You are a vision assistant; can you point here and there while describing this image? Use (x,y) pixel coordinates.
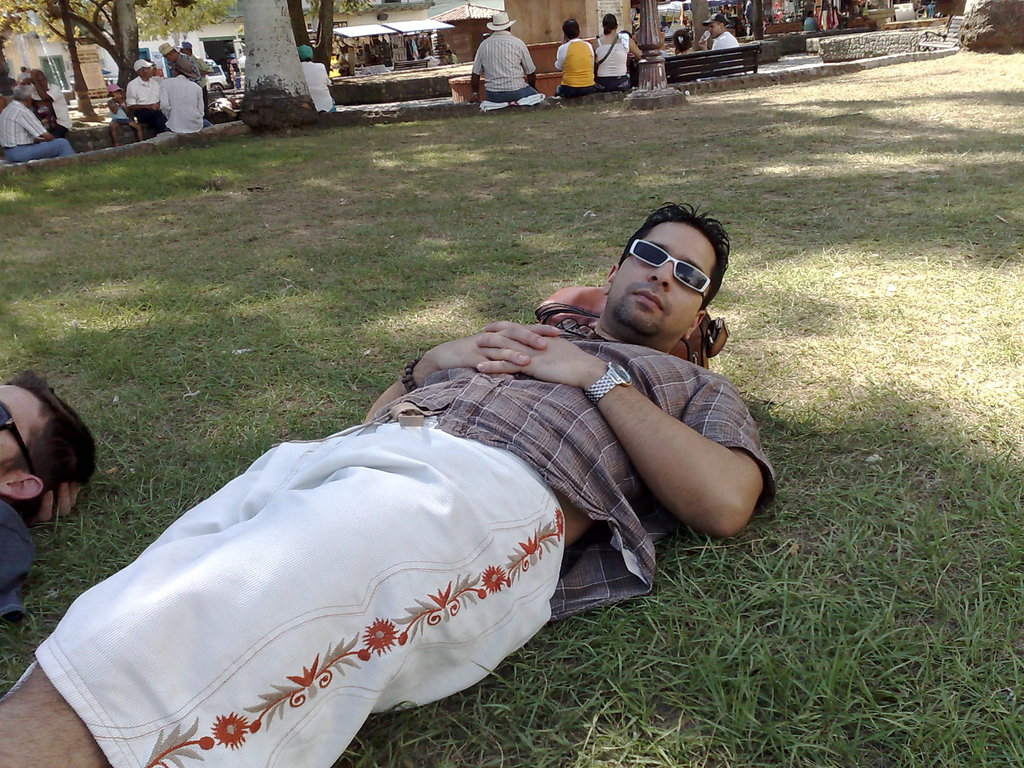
In this image, we can see people (297,484) and are lying on the ground (121,492) and are wearing glasses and we can see a bag (702,350). In the background (7,119), there are some more people (22,116) and some of them are wearing caps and there are trees (278,20), sheds (451,25), benches (750,55) and there is a rock (1001,25).
